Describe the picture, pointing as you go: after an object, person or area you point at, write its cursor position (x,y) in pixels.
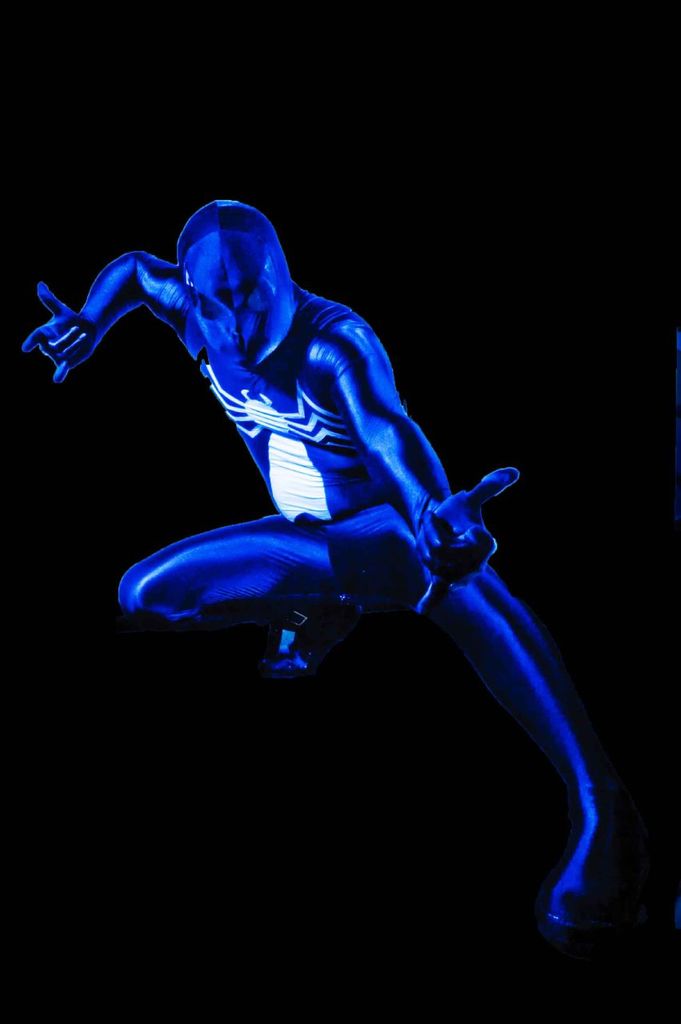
This is a real image of a person (279,385) who is wearing a blue color suit (353,592) with a spider image (276,449) and the background (474,126) is dark.
